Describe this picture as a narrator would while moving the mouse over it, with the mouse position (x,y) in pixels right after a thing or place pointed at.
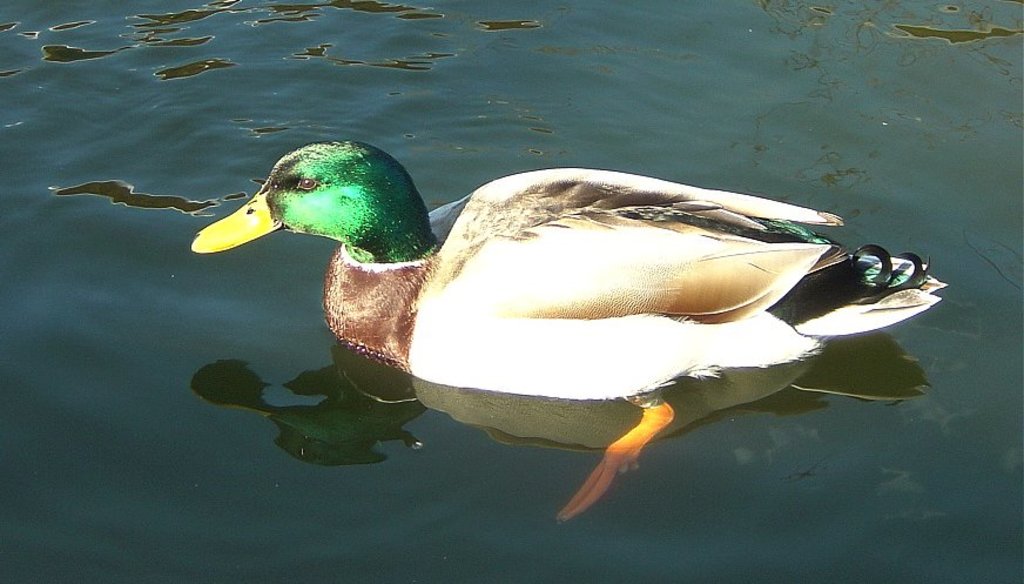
In this picture there is duck (640,350) on the water (821,116) and there is reflection (303,413) of duck (643,338) on the water (1008,255).
